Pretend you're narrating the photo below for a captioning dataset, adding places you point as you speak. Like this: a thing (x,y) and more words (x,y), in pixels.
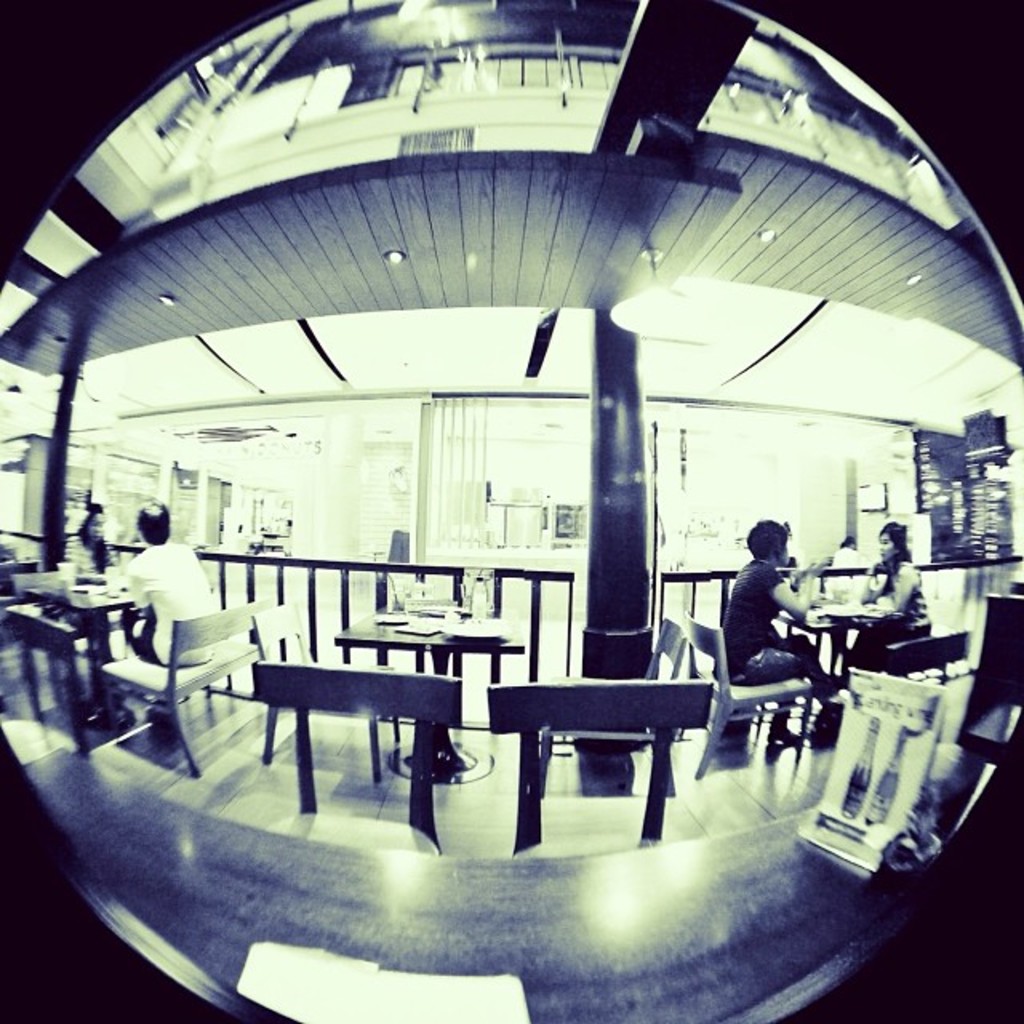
In this image we can see a restaurant (447,684). In the restaurant (447,684) we can see tables (800,628), chairs (272,617), persons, pillar (641,555), curtains (443,476), plates (397,618), lights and wall (367,426).
